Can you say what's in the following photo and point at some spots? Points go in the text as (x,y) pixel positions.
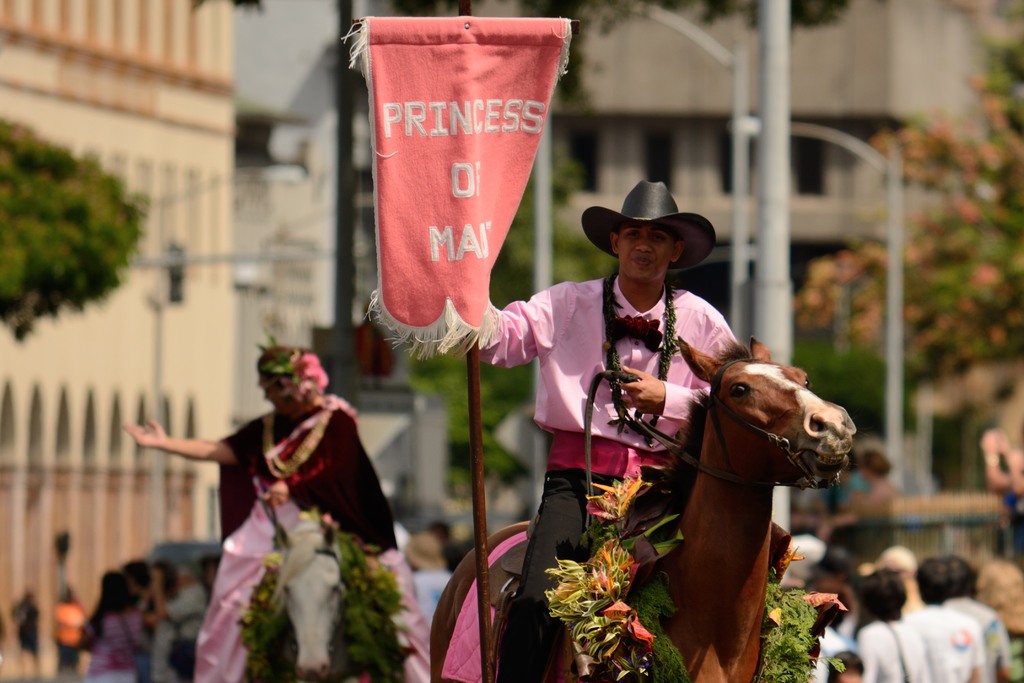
In this image, In the right side (756,392) there is a man (605,362) sitting on a horse (689,523) which is in brown color and he is riding a horse (709,541) and he is holding a red color flag (405,186) on that princess of Maui is written, In the left side (328,413) there is a woman (281,488) sitting, in the background (858,638) there are some people (863,598) walking and there is a pole (771,189) which is in white color.
